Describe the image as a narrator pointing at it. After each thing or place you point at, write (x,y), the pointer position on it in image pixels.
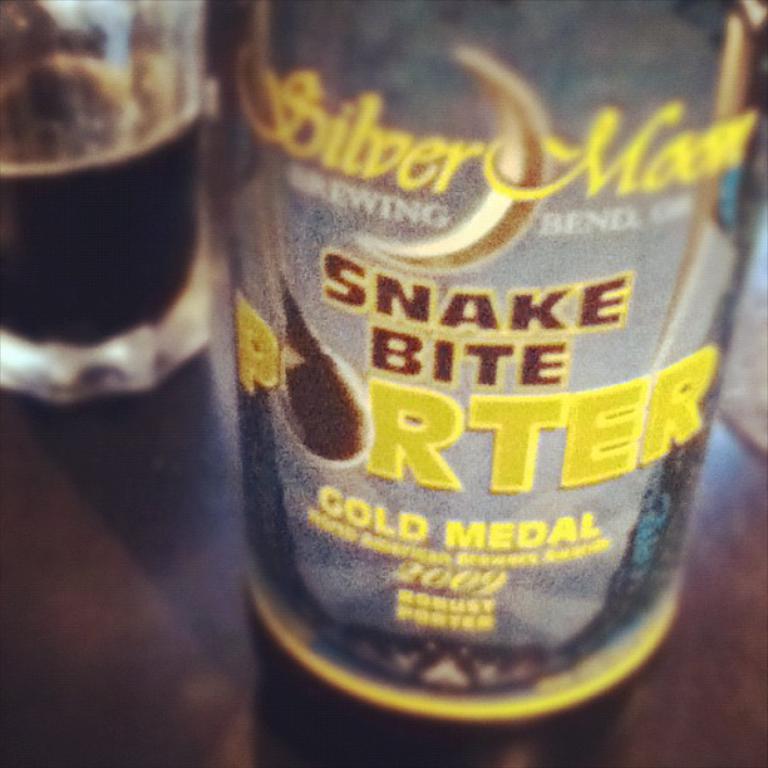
This image consists of a bottle (334,270) and a glass (154,195). At the bottom (258,728), there is a table (185,664).
